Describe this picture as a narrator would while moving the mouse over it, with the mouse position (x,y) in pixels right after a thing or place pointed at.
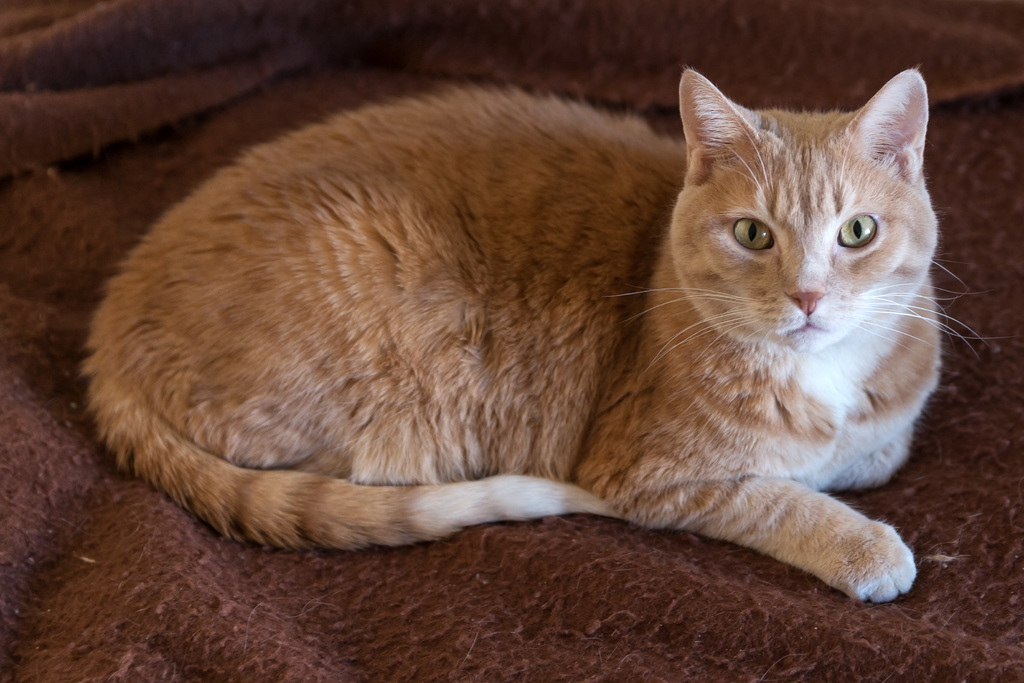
In this image I can see brown colour cloth (190,587) and on it I can see an orange and white colour cat (678,239).
